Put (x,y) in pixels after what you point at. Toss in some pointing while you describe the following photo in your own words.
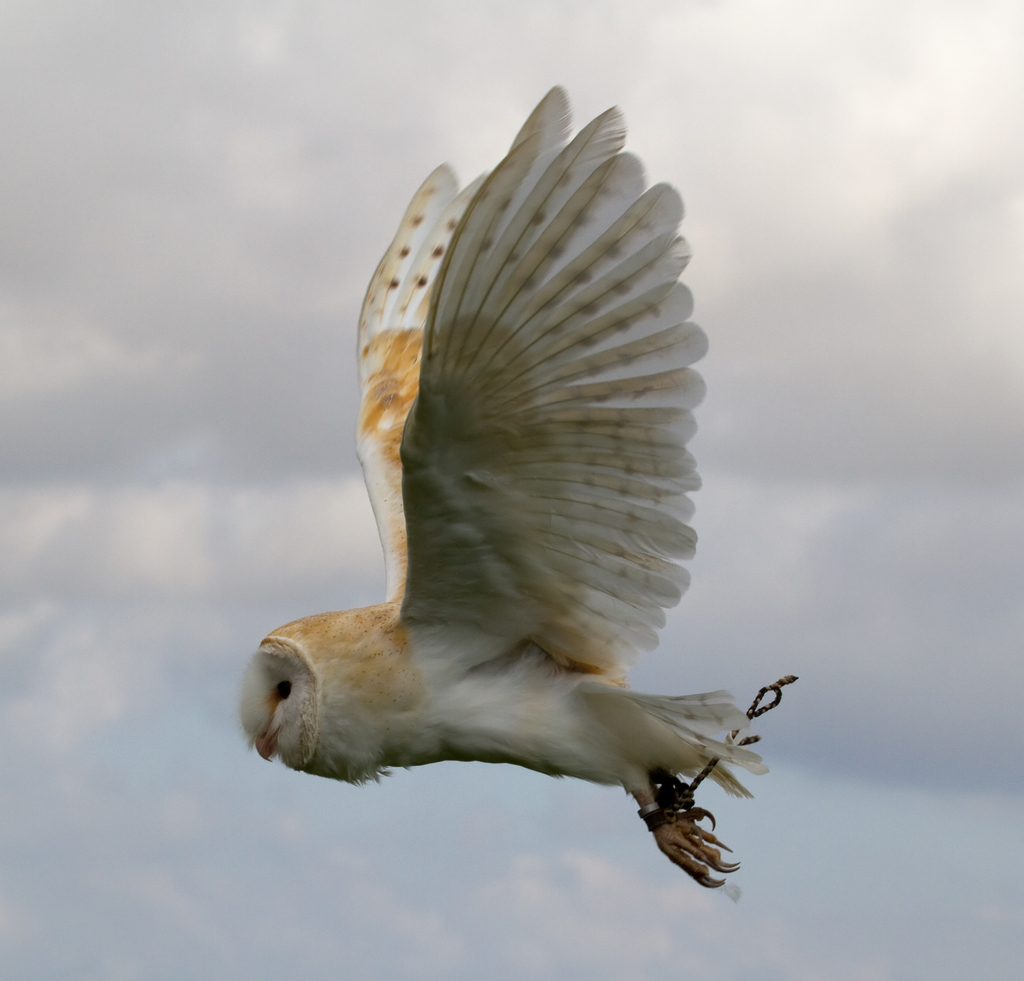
This image consists of a bird (361,763) flying in the air. It is in white color. In the background (737,511), we can see clouds (818,537) in the sky (184,480).
